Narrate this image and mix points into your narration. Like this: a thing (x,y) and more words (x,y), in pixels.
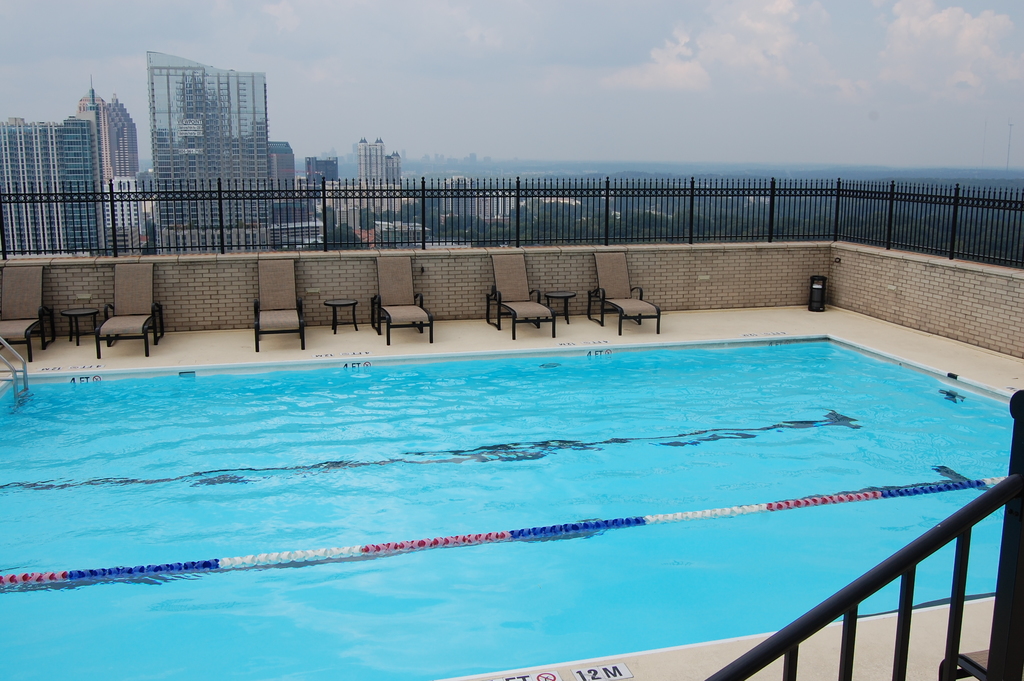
In this image there is a rooftop swimming pool (488,476), in front of the image there is a metal fence (863,587), on the other side of the pool (385,386) there are chairs (259,329) and tables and a trash can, behind them there is a wall (638,283) on top of the wall (310,270) there is a metal fence (305,212), in the background of the image (320,183) there are trees (799,202) and buildings (92,121).
